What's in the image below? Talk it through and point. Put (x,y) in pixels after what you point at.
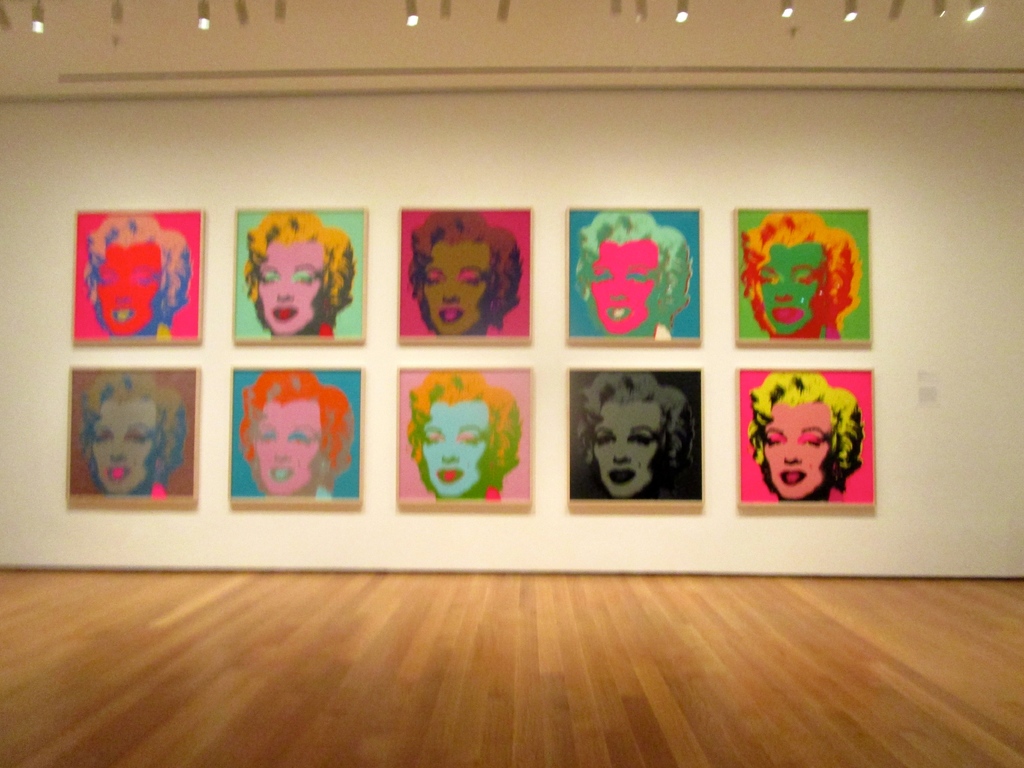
In this picture, we can see an inner view of a room (728,387), we can see the ground (624,608), wall (653,362) with posters (614,210), and the roof (539,50) with lights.
